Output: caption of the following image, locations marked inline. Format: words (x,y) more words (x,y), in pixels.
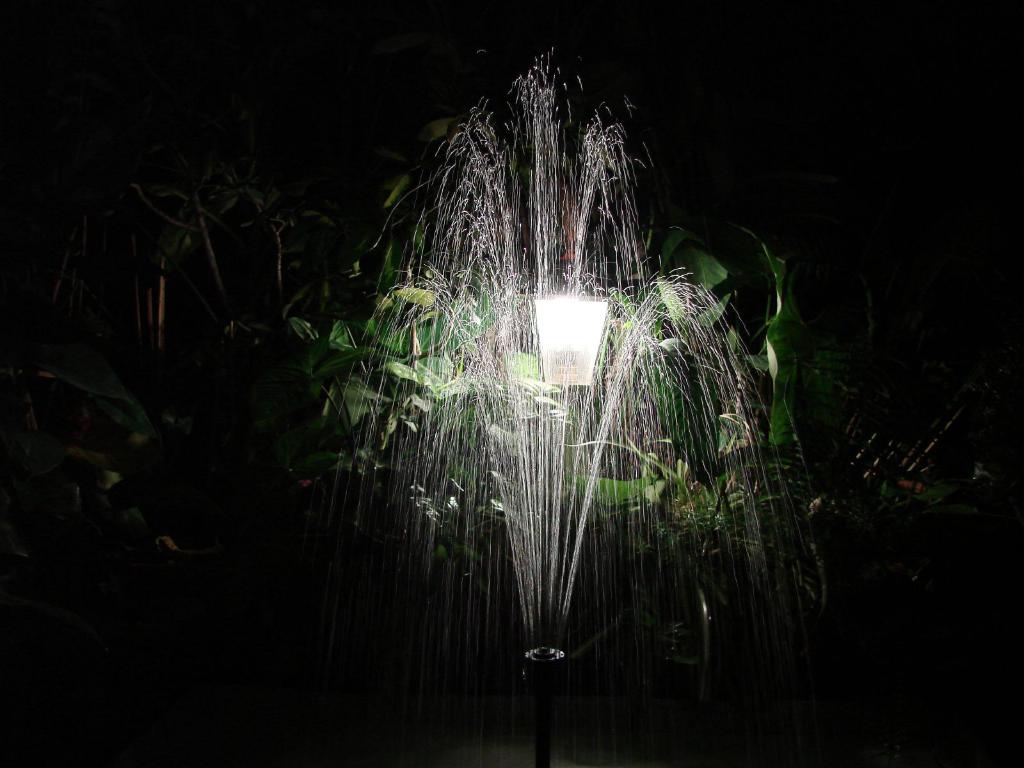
In this picture we can see the water fountain (584,399) in the front (541,549). Behind there is a light shade (569,354) and some plants (688,381).
